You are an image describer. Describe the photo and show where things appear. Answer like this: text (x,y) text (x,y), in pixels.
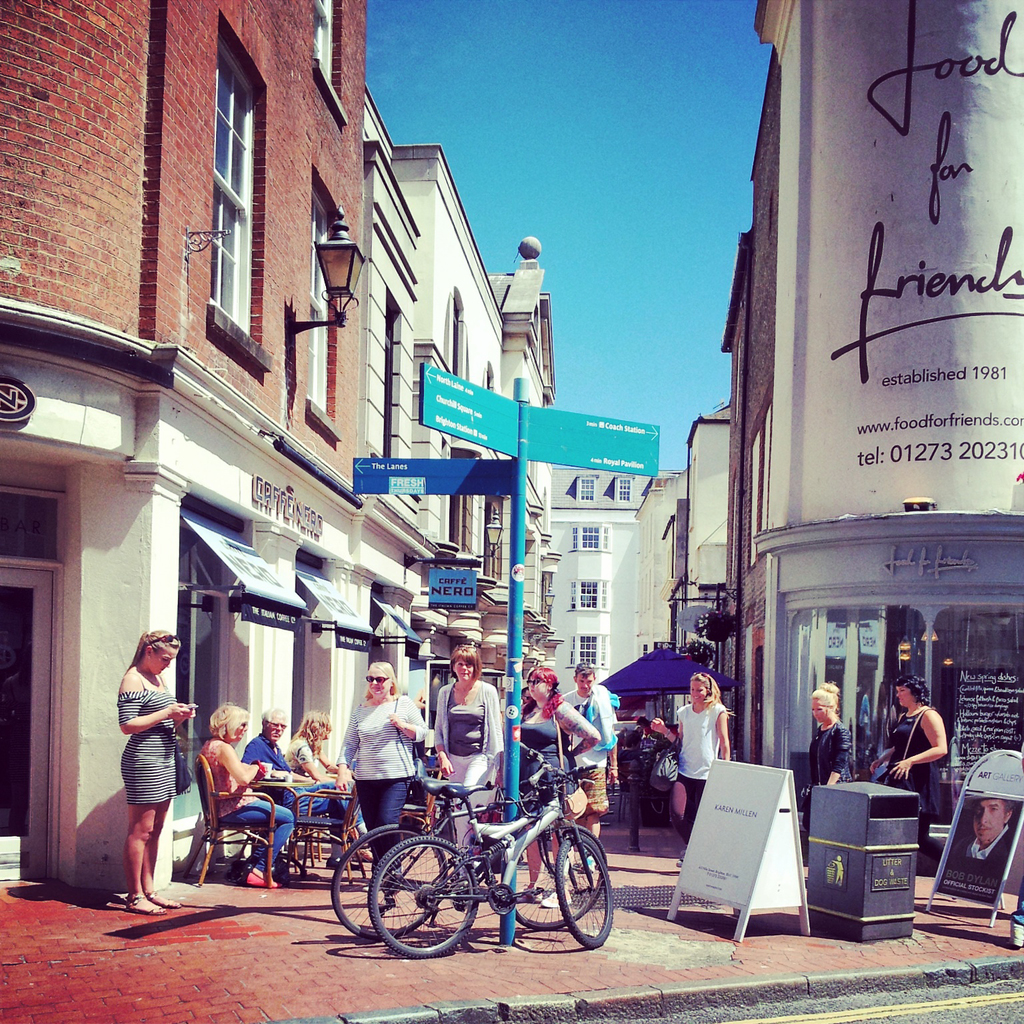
We can able to see buildings (880,305). This persons (385,705) are standing. Beside this pole (513,732) there are bicycles (510,853). This is bin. Far there is a tent (639,678). These persons (289,757) are sitting on a chair (291,790).
